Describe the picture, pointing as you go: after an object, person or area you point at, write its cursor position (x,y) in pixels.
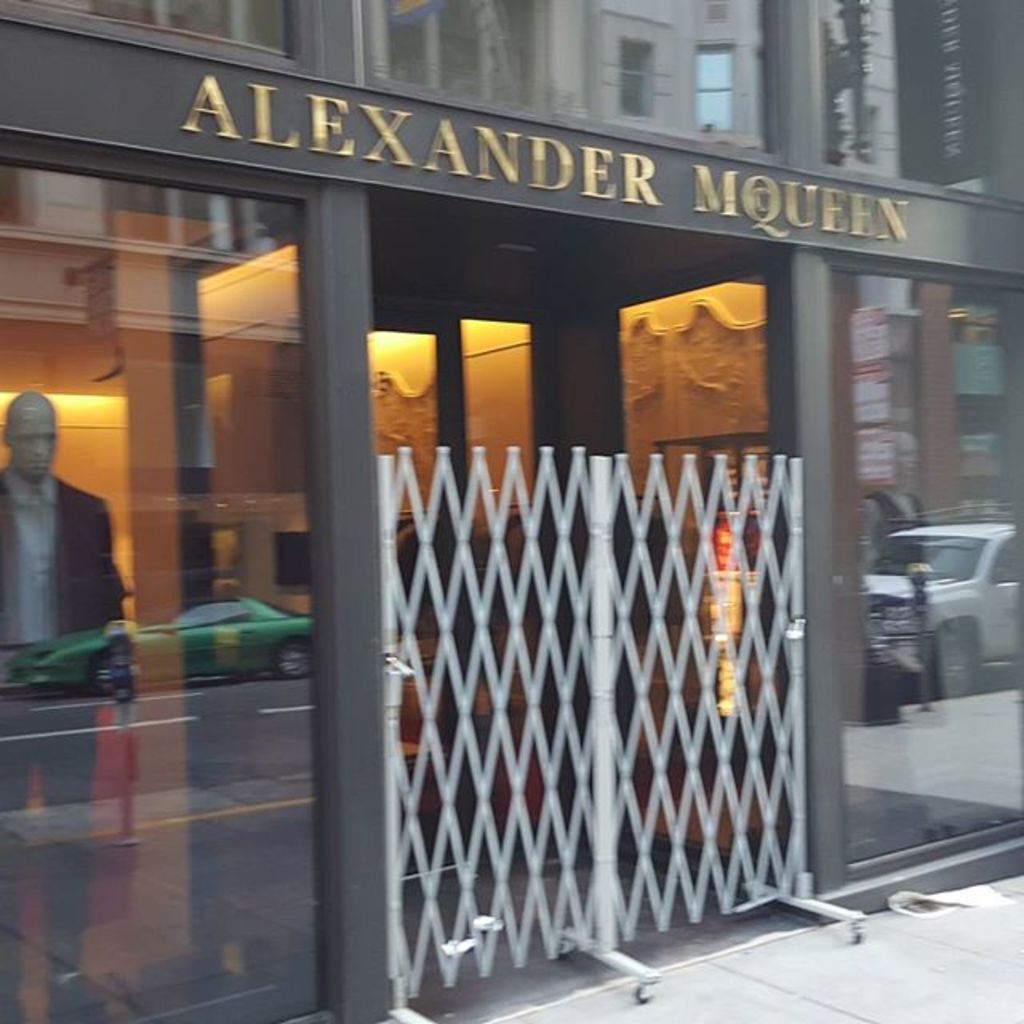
This image is taken outdoors. At the bottom of the image (766,977) there is a floor (940,963). In the middle of the image (661,424) there is a building (323,249) with glass doors (879,381). There is a railing (585,753). There is a mannequin (33,566) with a suit (57,579), a shirt (50,579) and a pant (70,780). We can see the shadows (221,645) of two cars (902,604) on the glass doors (224,707).
